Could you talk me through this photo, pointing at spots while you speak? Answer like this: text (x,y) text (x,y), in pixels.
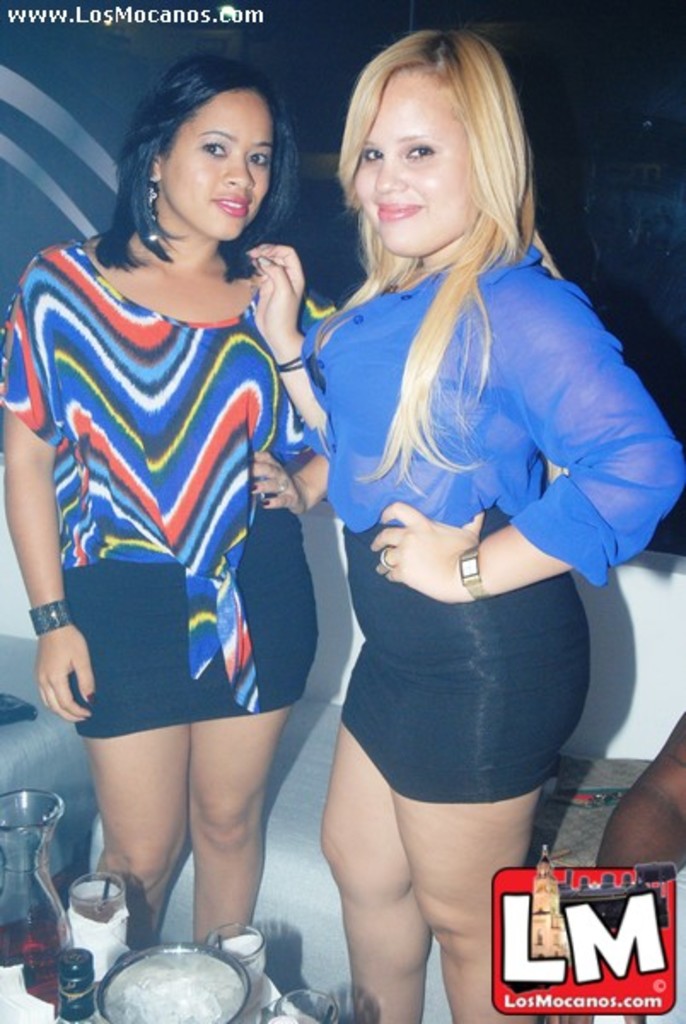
In this image I see 2 women (436,382) and I see number of things (154,945) over here and I see the watermark (509,947) over here. In the background (607,729) I see the couch (5,517) and I see that it is a bit dark over here and I see the watermark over here too and I see that both of them are smiling.
